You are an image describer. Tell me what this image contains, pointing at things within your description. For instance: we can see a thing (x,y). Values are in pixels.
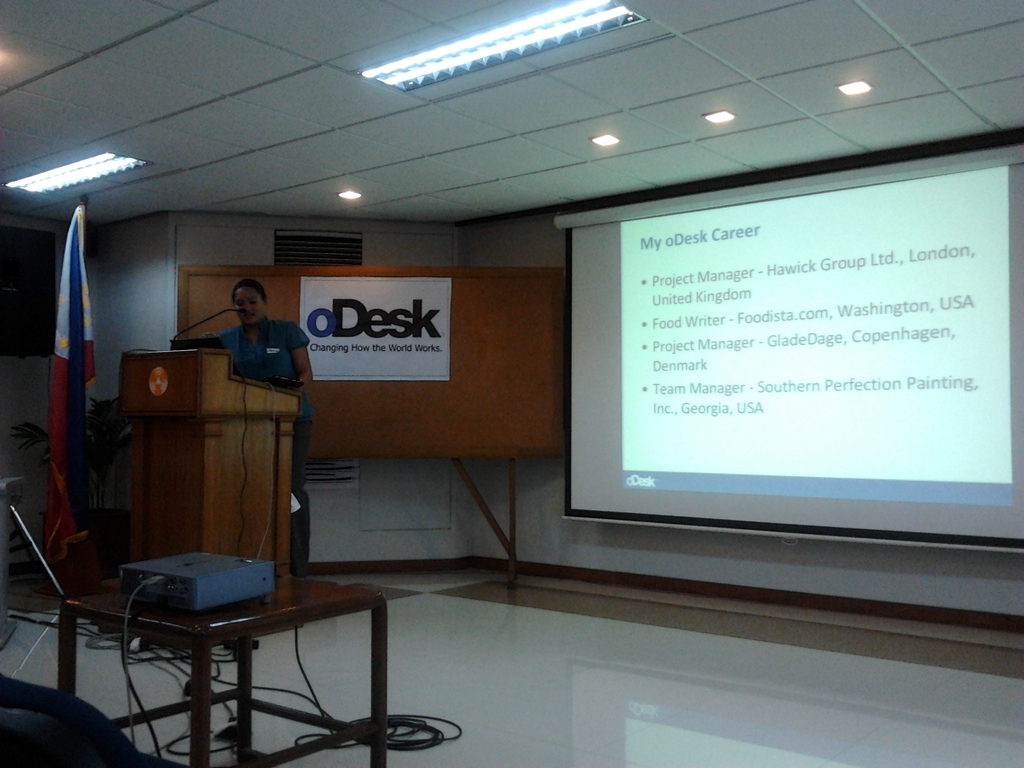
In this picture I can see a woman (251,367) standing and speaking with the help of a microphone (186,341) and I can see a projector screen (763,388) displaying with some text (811,386) and I can see few lights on the ceiling (531,99) and I can see a poster (395,345) on the board (449,385) with some text (387,327) and I can see a projector (127,577) on the table (252,611) and a flag (71,376) on the side.
